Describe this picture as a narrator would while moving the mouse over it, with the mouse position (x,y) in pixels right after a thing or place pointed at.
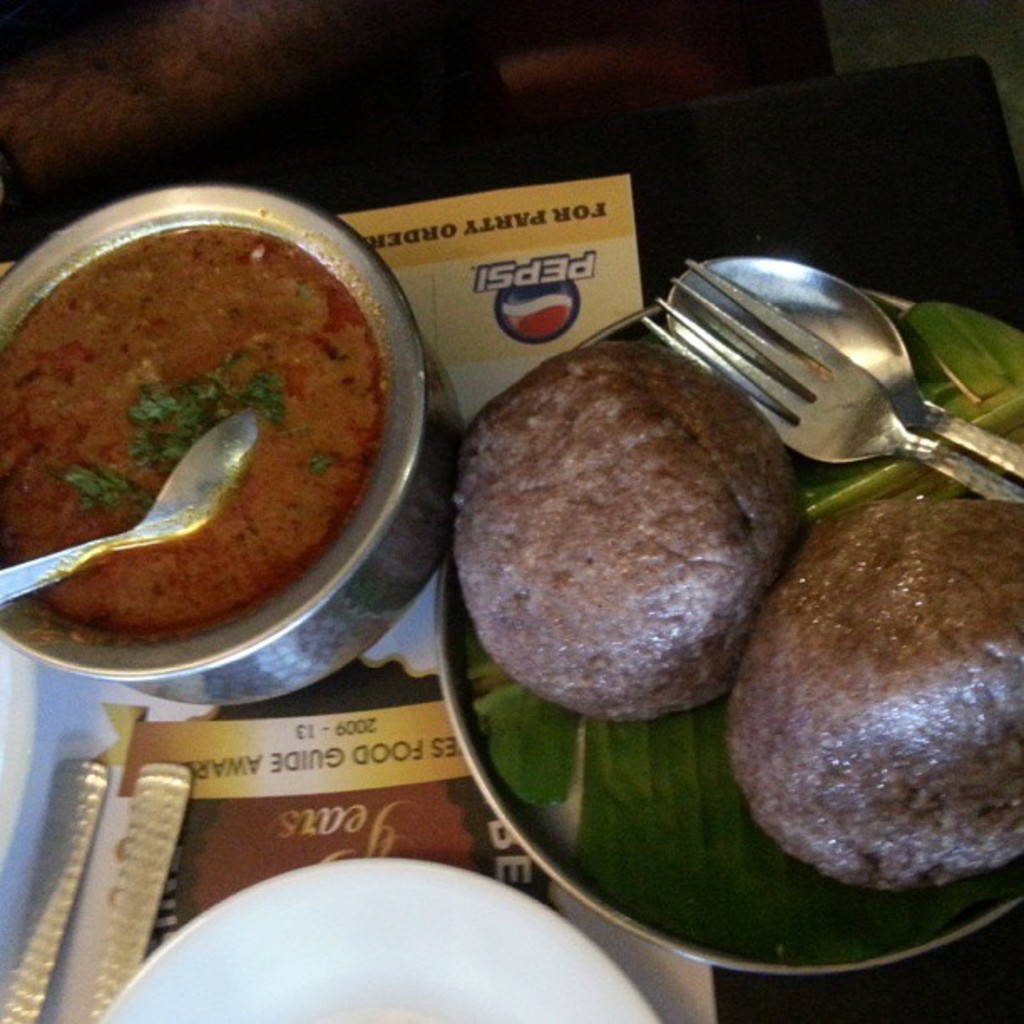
In this picture there is a bowl (376,610) and a plate (498,572) in the center of the image (412,442), which contains food items (952,551) in it.
